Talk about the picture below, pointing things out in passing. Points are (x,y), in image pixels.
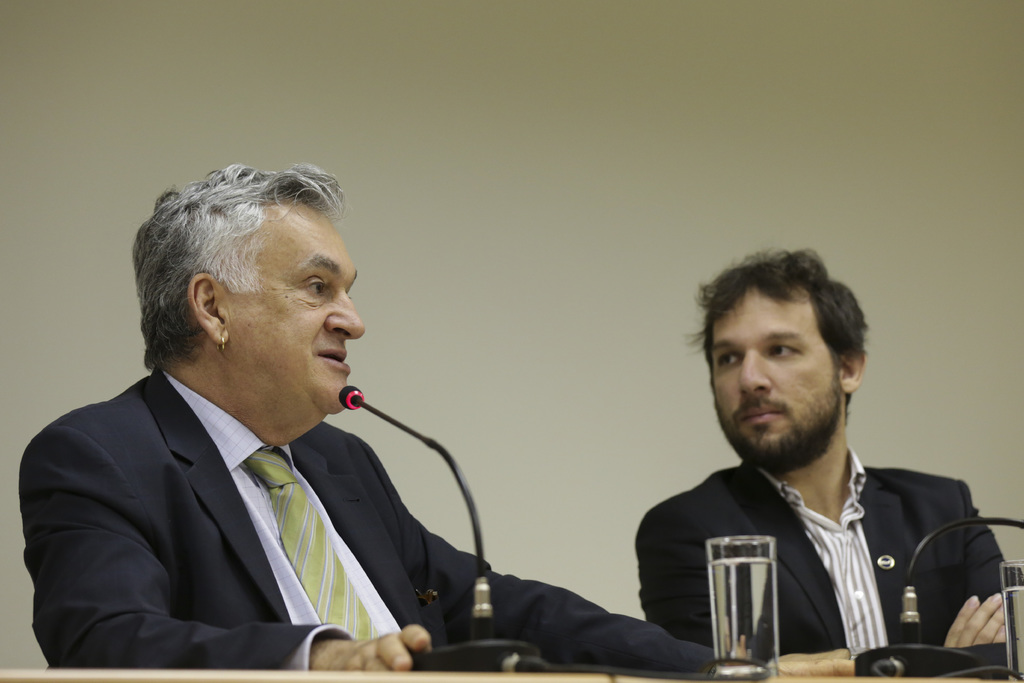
In this picture there are two men (638,637) sitting besides a table (637,682). On the table (508,677) there are glasses (1010,587) and mike's (519,660). Person (274,589) towards the left (101,644), he is wearing a tie (279,479) and person (821,514) towards the right (859,525) wearing a blazer (868,505) and staring at the another person (320,418).
